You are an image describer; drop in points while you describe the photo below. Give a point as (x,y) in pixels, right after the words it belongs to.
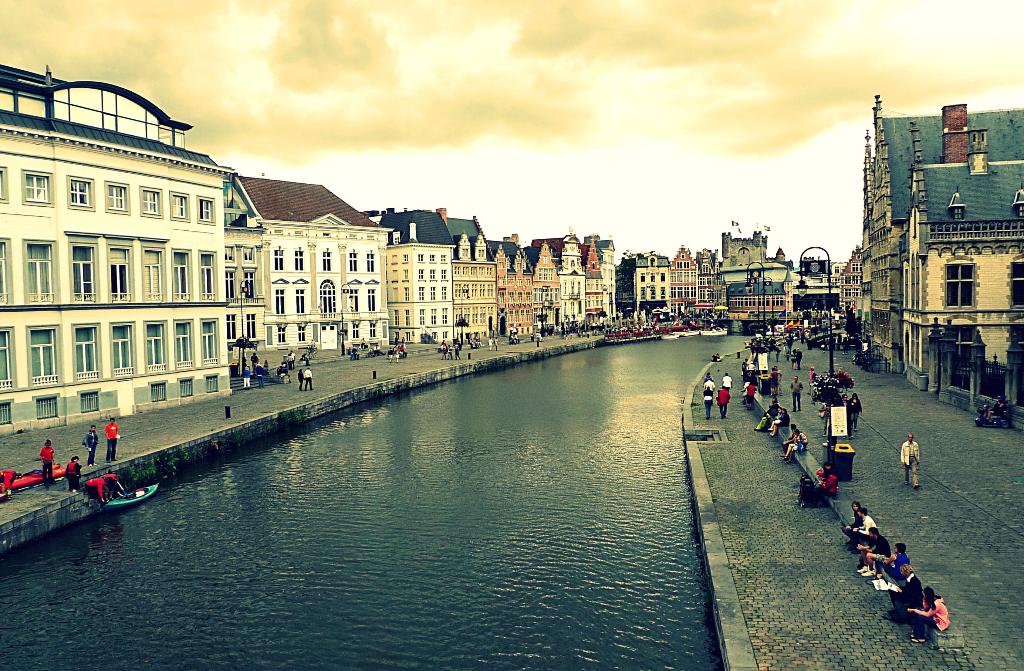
In this picture I can see the water flow (610,457), beside that I can see many people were standing and walking. On the right (778,429) I can see some people (825,467) were sitting on the bench (810,465), beside them I can see the street lights (834,438), plants (768,336) and dustbin (769,384). On the right (872,287) and left side (23,303) I can see many buildings (935,311). In the bottom left (75,459) there are group of persons (101,477) who are standing near to the boat (115,503). At the top (433,81) I can see the sky (539,63) and clouds (506,56). On the right (995,423) I can see the man (1005,412) who is standing near to the scooter (985,414).
